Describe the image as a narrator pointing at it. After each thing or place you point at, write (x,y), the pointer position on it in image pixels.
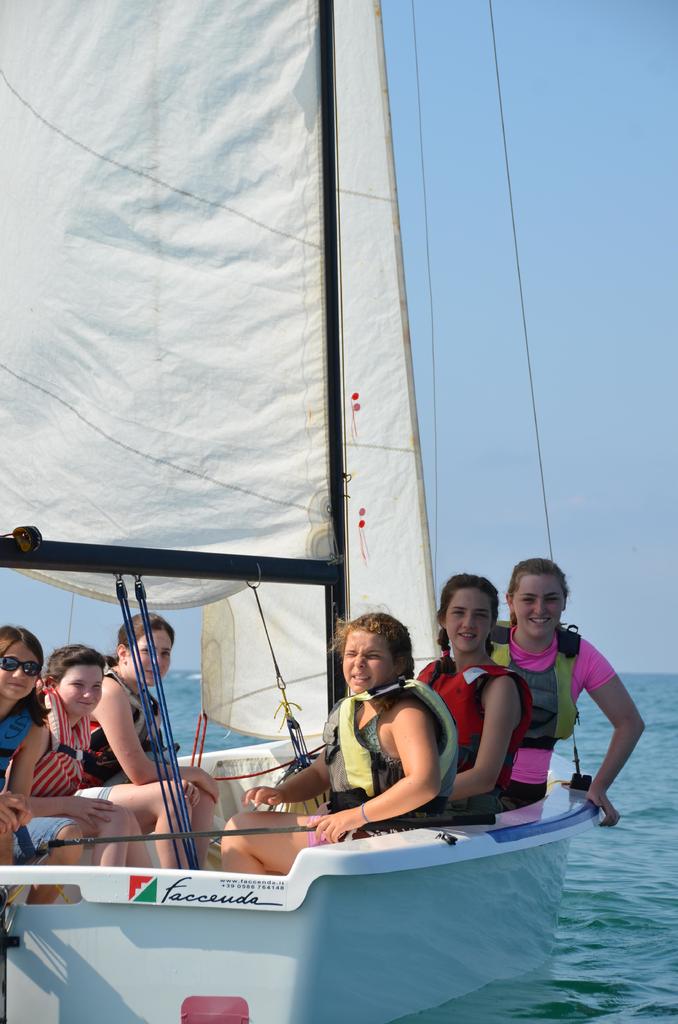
In this image we can see a boat (75,532), there are group of people (54,760) sitting, there is the water (181,727), there is sky (416,386) at the top (442,320).
